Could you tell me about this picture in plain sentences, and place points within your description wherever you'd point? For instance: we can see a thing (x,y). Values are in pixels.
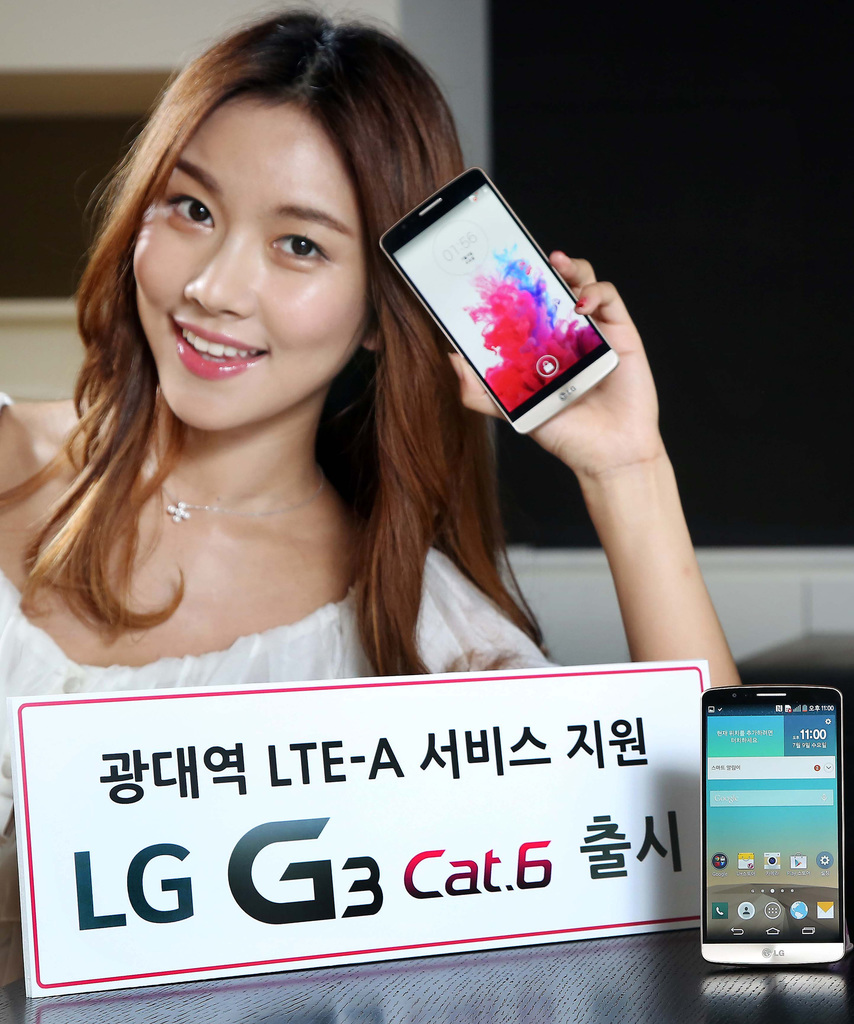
In the bottom right of the image (751,760) there is a mobile (794,812) with screen (788,867). Beside that there is a board (695,792) with something written on it. Behind the board (269,770) there is a lady (100,639) with white dress (338,635) is smiling and holding the mobile (534,348) in her hand (588,281). Behind her there is a wall (481,66) and a black color screen (644,229).
